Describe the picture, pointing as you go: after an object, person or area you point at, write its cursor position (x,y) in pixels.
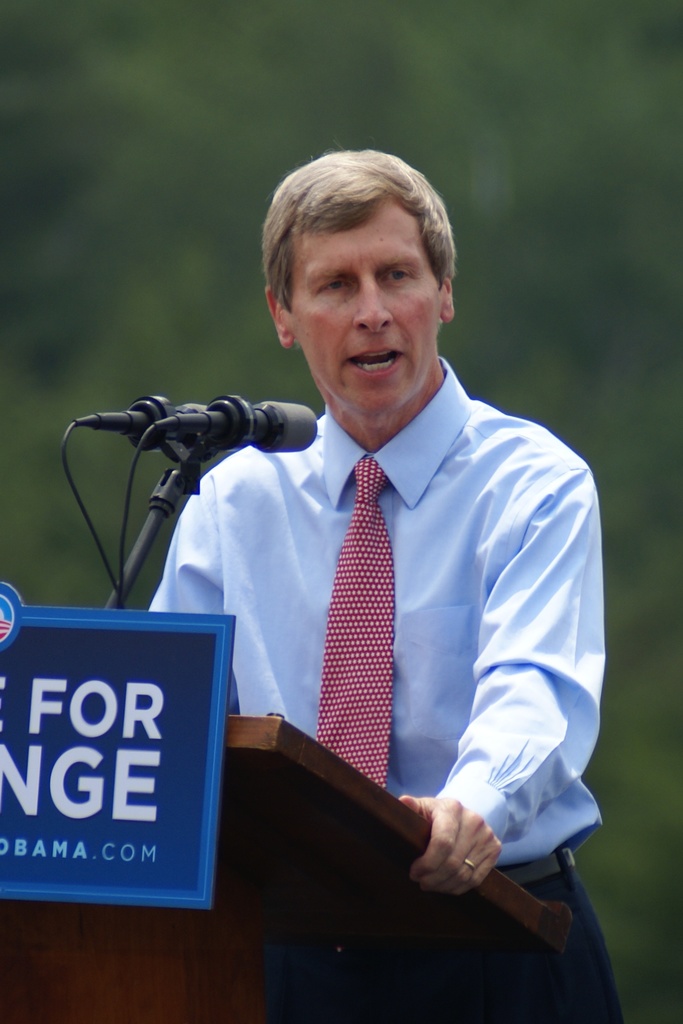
In this picture we can see a man (488,954) wore tie (361,465) and standing at a podium (399,820) and talking on mics (291,403) and in the background (173,395) it is blur.
